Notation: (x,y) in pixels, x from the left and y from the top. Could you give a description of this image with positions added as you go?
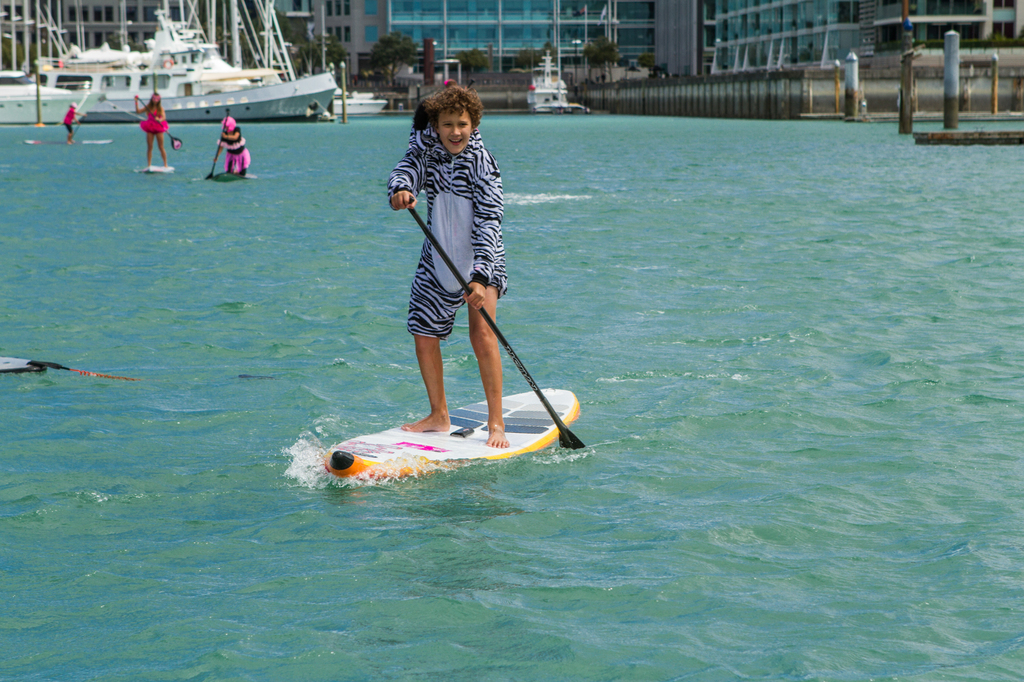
In this picture we can see water (762,437) at the bottom (767,494), there are four persons (440,221) surfing in the water (105,136), we can also see a ship (189,80) and boats (167,97) in the water (774,507), in the background (477,34) there are some buildings (551,31) and trees (308,52), these four persons (456,238) are holding paddles (177,149).
